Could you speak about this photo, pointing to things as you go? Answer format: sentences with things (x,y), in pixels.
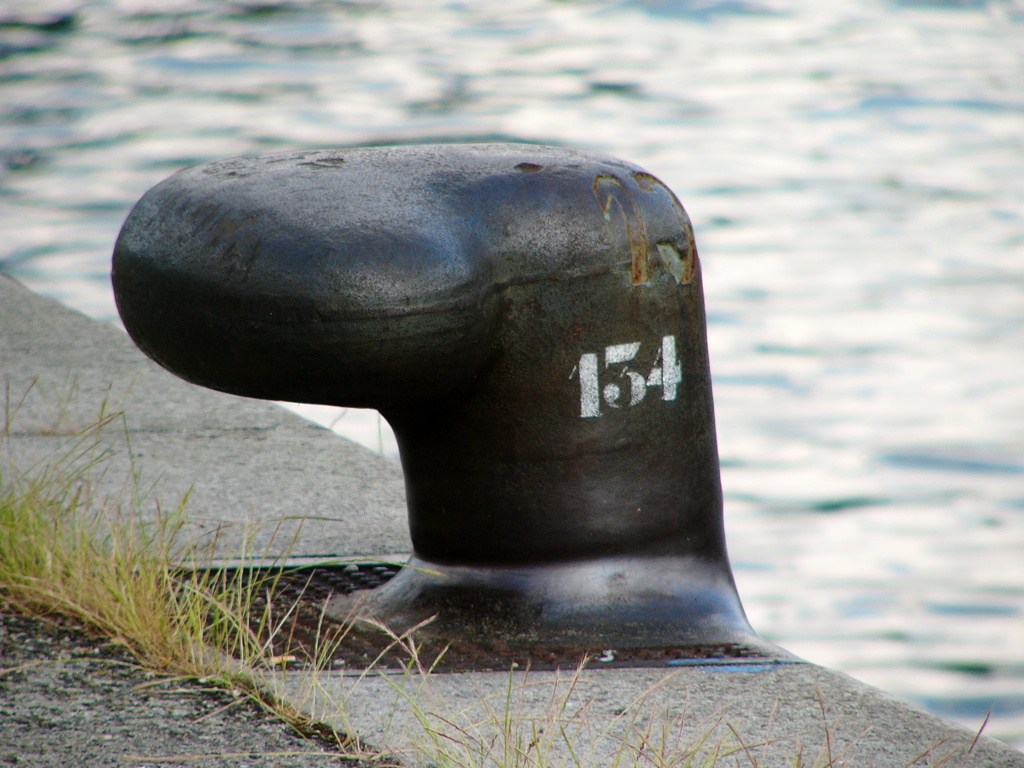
Something written on this black object (493,312). Background (802,172) it is blurry and we can see water (879,417). This is grass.
